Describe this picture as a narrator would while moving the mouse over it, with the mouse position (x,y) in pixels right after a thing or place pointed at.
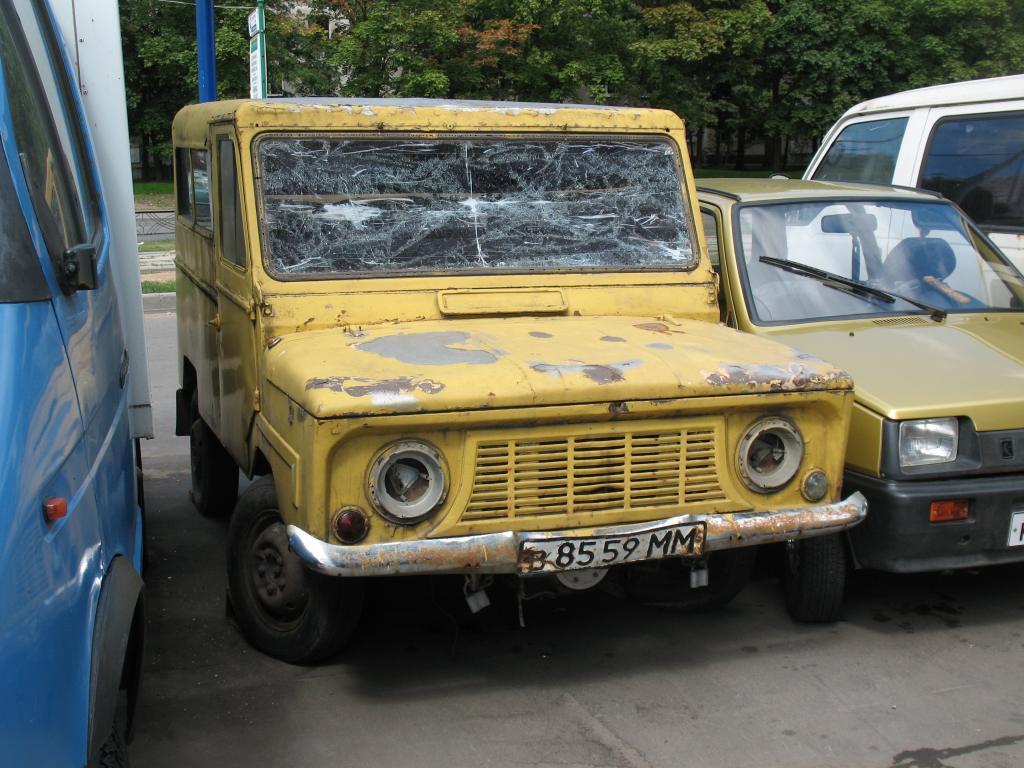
Here we can see vehicles (666,440) on the road (657,641). Background (238,33) we can see board (251,25), pole (204,60), trees (233,87) and grass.
